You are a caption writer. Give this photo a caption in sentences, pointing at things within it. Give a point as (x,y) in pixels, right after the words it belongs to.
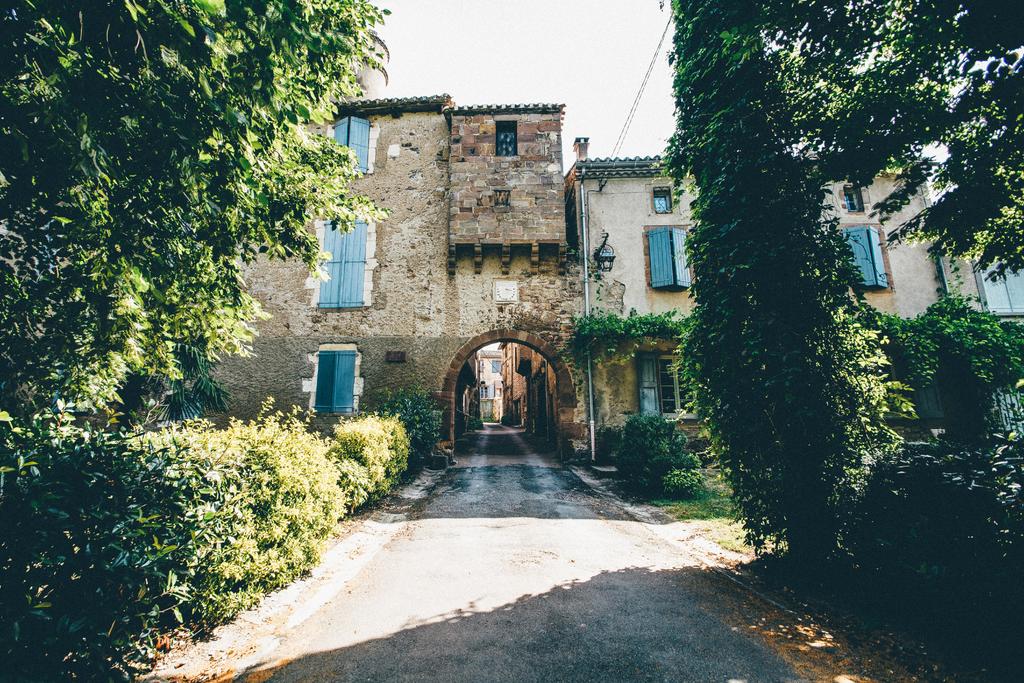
In this image we can see a few buildings (554,405), there are some trees (199,265), plants (257,500), windows (651,391), wires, pole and a light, in the background (501,45) we can see the sky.
